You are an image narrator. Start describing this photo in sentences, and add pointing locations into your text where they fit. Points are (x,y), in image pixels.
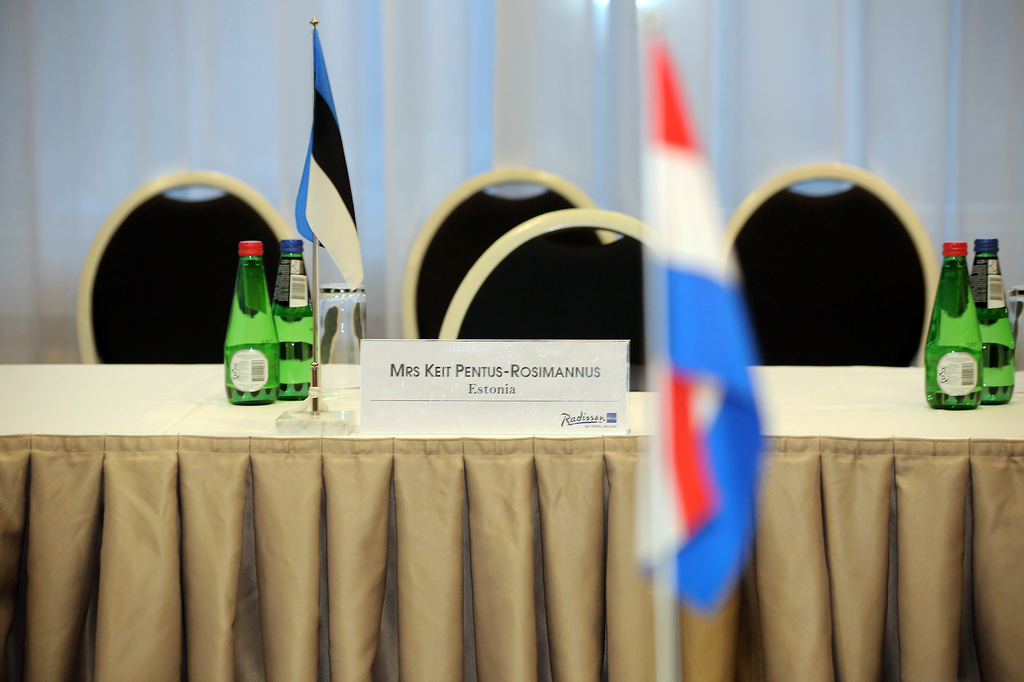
This is a picture taken in a room (362,201), this is a table (377,483) covered with a cloth (390,547) on the table (350,489) there is a name board (485,392), glass (343,329), bottles (311,341) and a flag (347,226). Behind the table (262,432) there are chairs (552,270) and a curtain (766,156).
